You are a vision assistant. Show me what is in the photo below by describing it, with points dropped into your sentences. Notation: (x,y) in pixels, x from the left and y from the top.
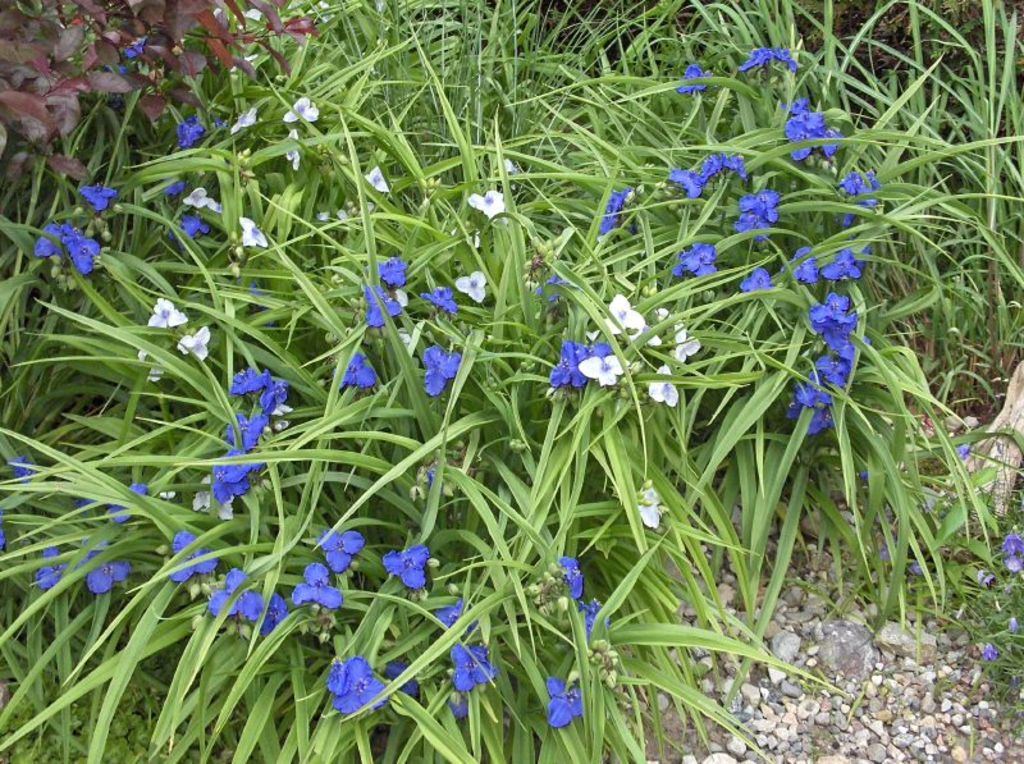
In the image there is a lot of grass (449,230) and there are some flowers (16,467) to that grass (405,62), there are many small stones (840,649) in the front (872,629).
